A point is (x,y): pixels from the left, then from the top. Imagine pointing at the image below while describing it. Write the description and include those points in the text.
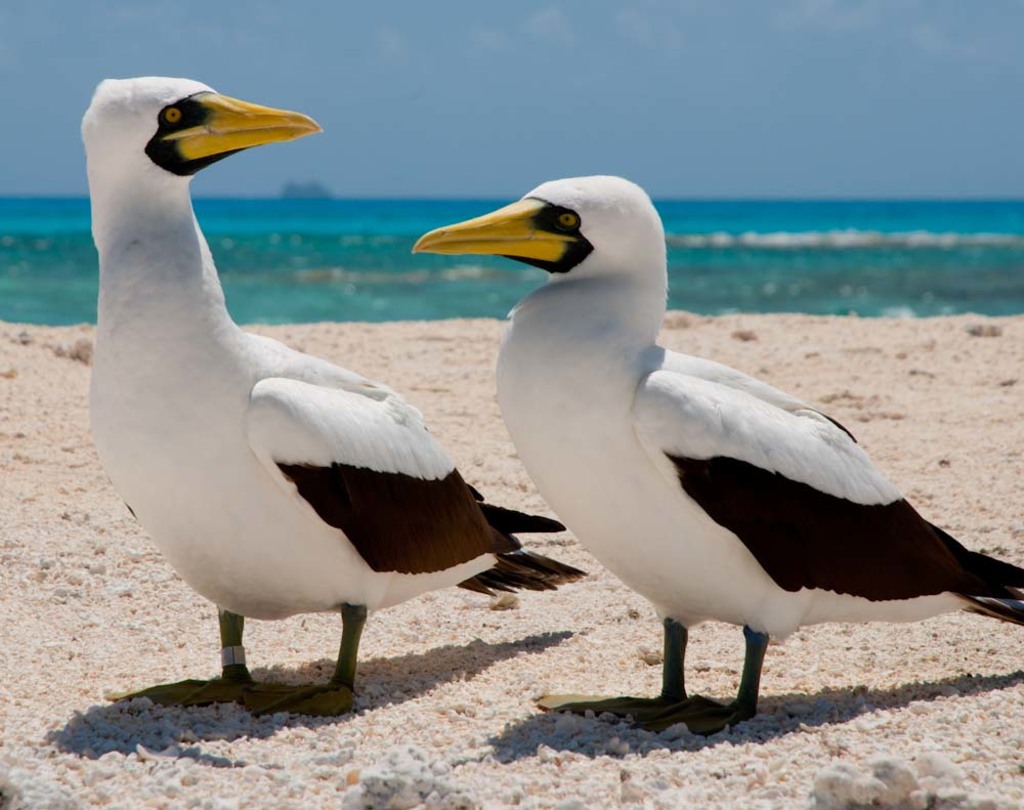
In this image there are two white colour birds (564,443) standing on the sand (416,741). In the background (759,297) there is water (812,250). At the top (451,77) there is the sky (362,62).
